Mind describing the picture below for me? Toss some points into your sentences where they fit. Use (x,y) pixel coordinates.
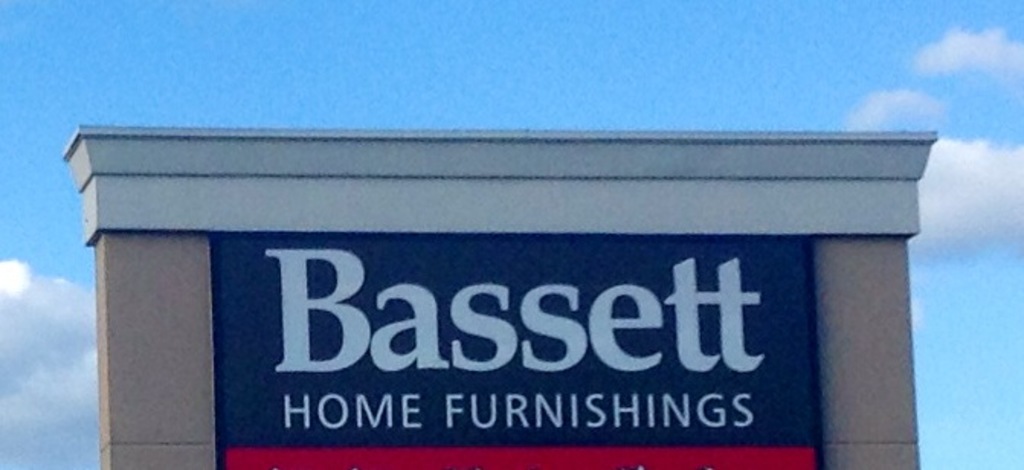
In this image, we can see a board (502,371) on the wall (144,405). Background (1008,396) we can see the cloudy sky (40,302). Here we can see some text (432,341).
